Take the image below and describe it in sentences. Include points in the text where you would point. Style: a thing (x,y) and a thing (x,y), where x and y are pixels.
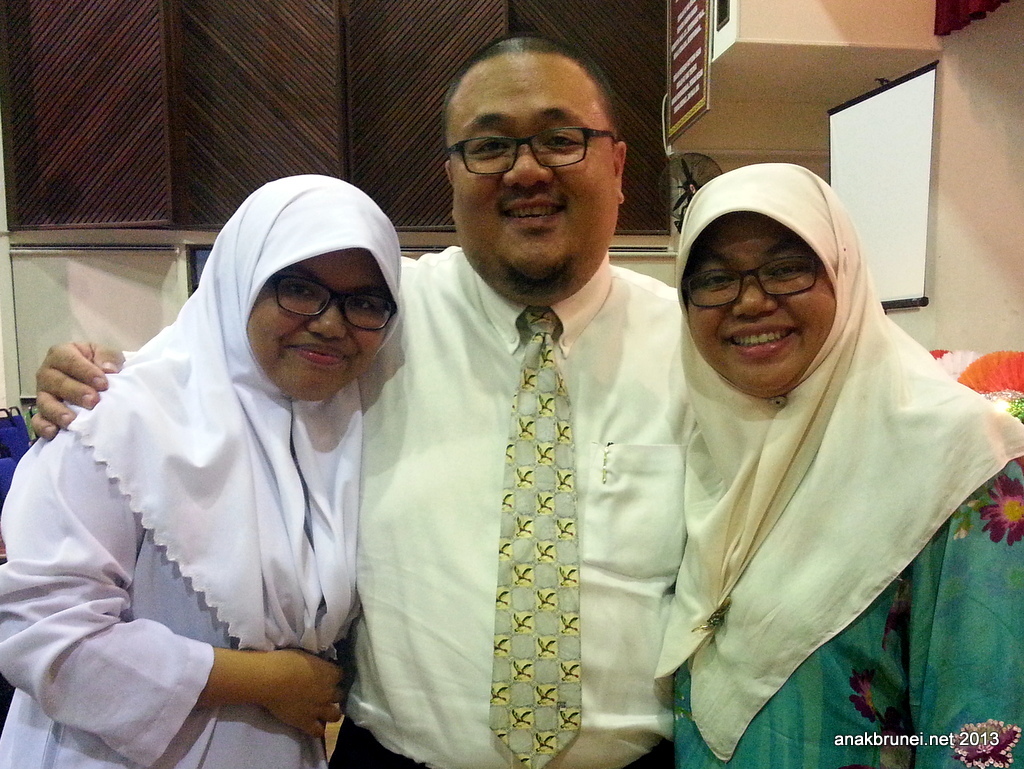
There are three persons (473,529) standing and there are brown color cupboards (304,74) behind them.
